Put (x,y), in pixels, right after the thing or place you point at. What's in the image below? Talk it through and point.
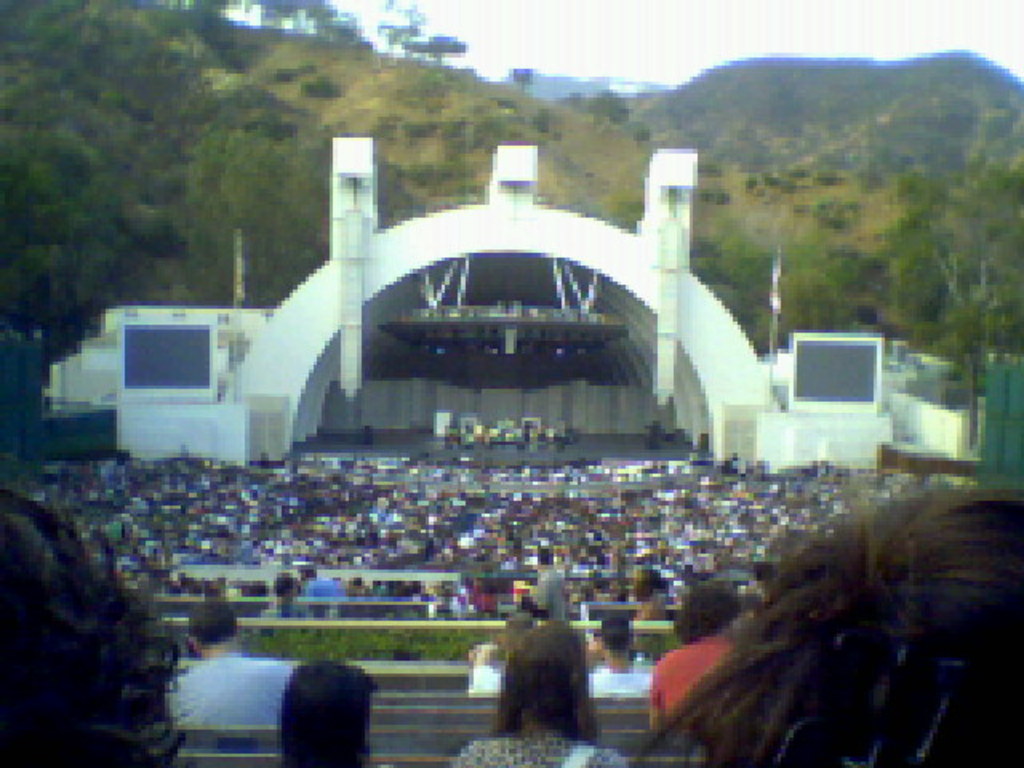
In this image I can see few people (829,700) in the front (883,727). In the background (644,415) I can see a stage (527,324), number of trees (42,196) and on the both sides of the stage (352,334) I can see two screens (201,358). I can also see this image is little bit blurry.
